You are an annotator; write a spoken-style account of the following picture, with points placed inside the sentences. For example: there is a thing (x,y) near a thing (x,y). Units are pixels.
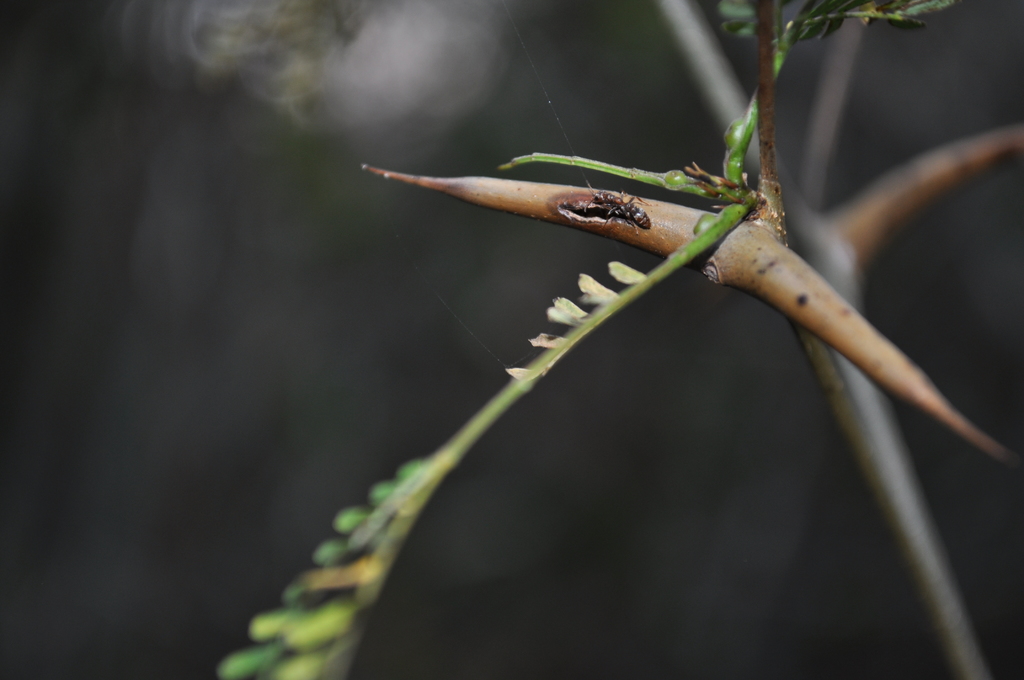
In this image we can see an insect (635,216) on the plant (589,226). The background of the image (208,55) is blurred and it is dark.
